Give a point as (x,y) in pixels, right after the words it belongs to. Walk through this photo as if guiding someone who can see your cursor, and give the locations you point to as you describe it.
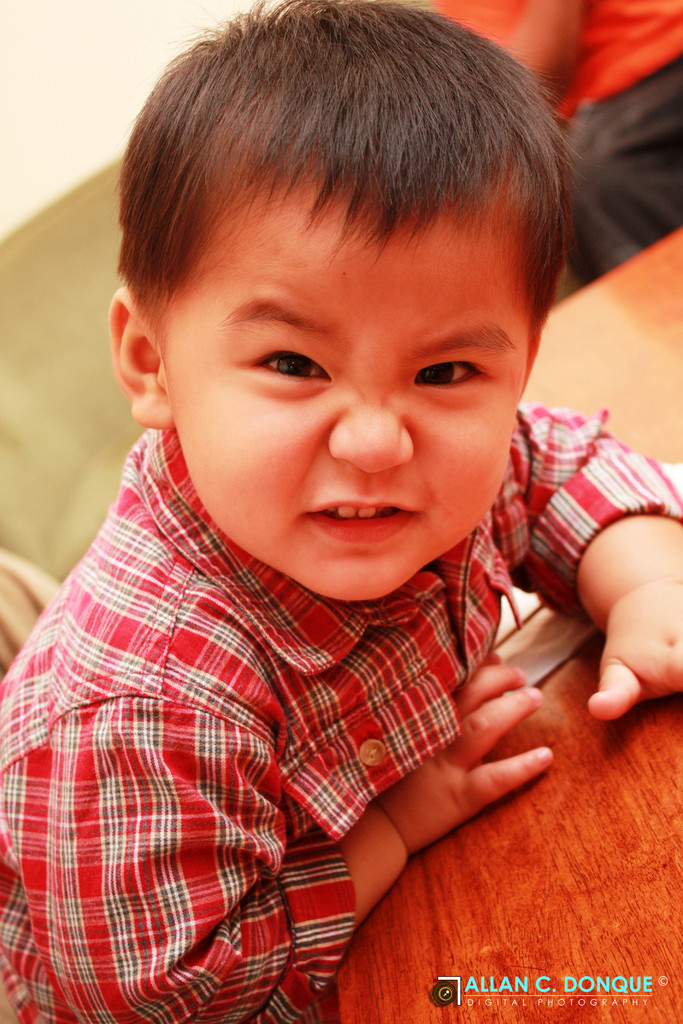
In this image I can see the person (131,485) with the red, black and white color dress (181,823). In-front of the person (417,722) I can see the table (575,816). In the background (517,59) I can see another person (603,171) with the dress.
